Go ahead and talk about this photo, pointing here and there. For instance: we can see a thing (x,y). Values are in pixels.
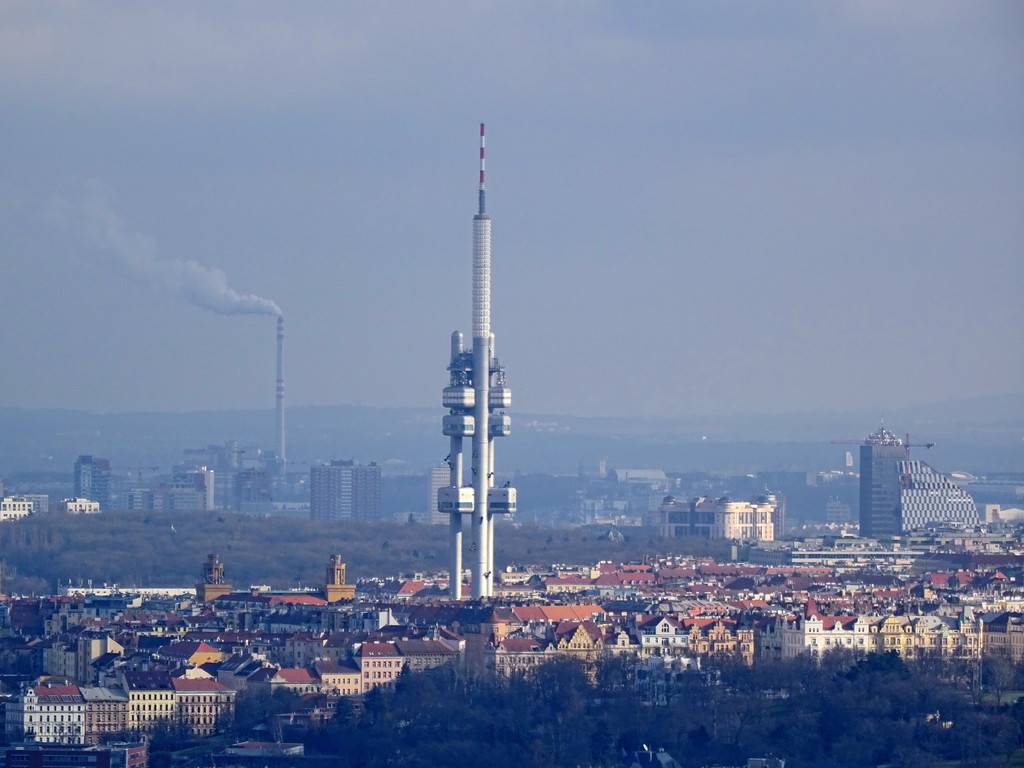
In this image at front (690,730) there are trees (669,674), buildings (716,612). At the back side (544,202) there are mountains (296,423) and sky (622,182).
